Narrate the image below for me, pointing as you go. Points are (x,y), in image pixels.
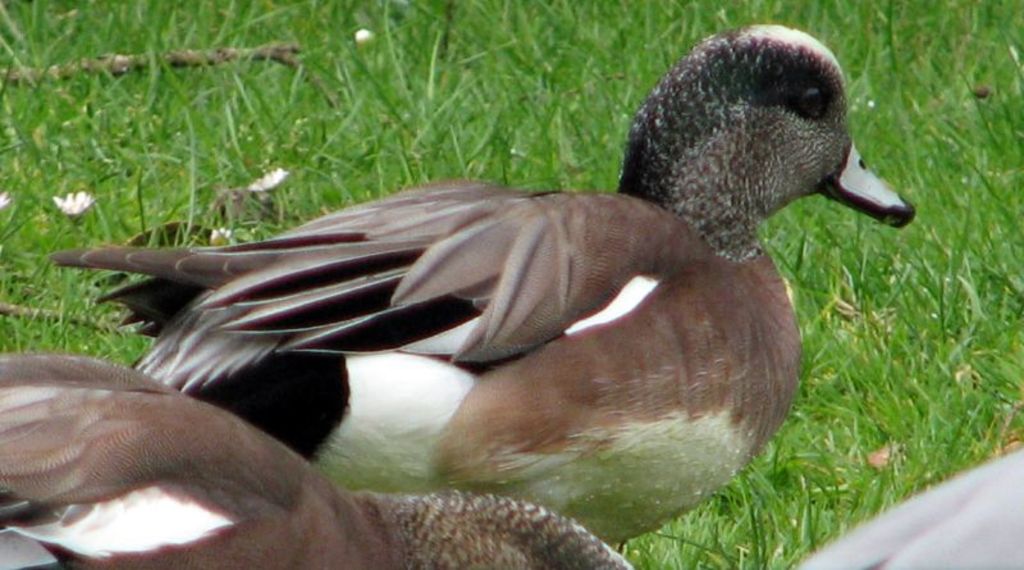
In this image we can see ducks (489,299), flowers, and the grass (383,120).
